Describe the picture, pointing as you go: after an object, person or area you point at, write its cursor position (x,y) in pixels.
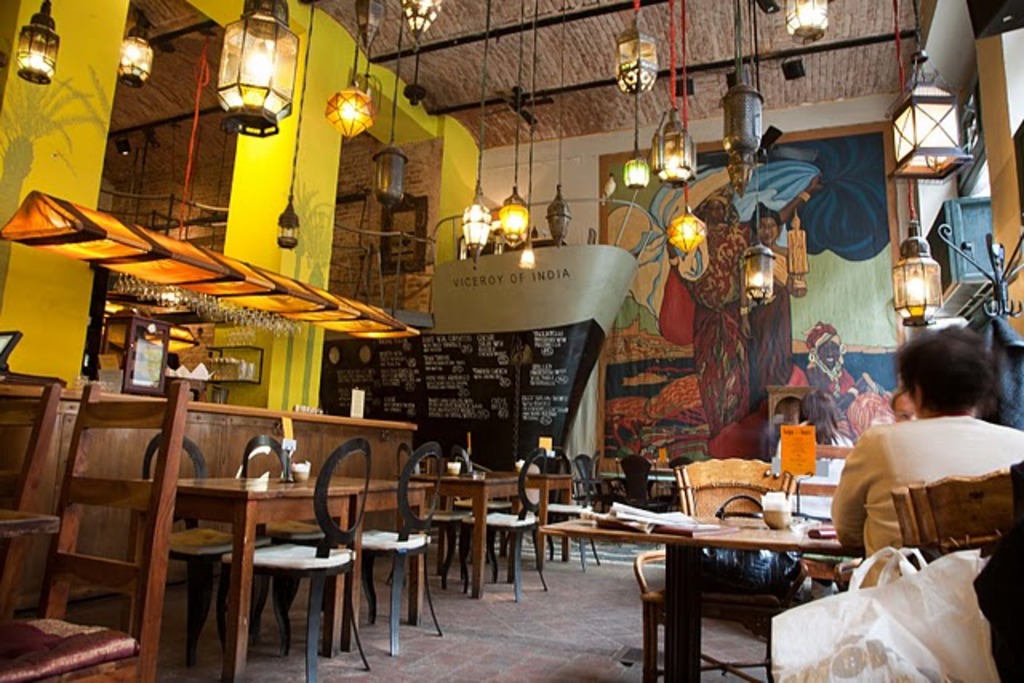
In this picture a person (876,502) is seated on the chair (920,490), in front of the person (868,519) we can find a glass (773,517) and papers (615,519) on the table (757,530), and also we can find couple of tables (360,485), chairs (527,511) in this room (523,445), in front of them we can see a wall painting (731,350) and couple of lights (566,219).
